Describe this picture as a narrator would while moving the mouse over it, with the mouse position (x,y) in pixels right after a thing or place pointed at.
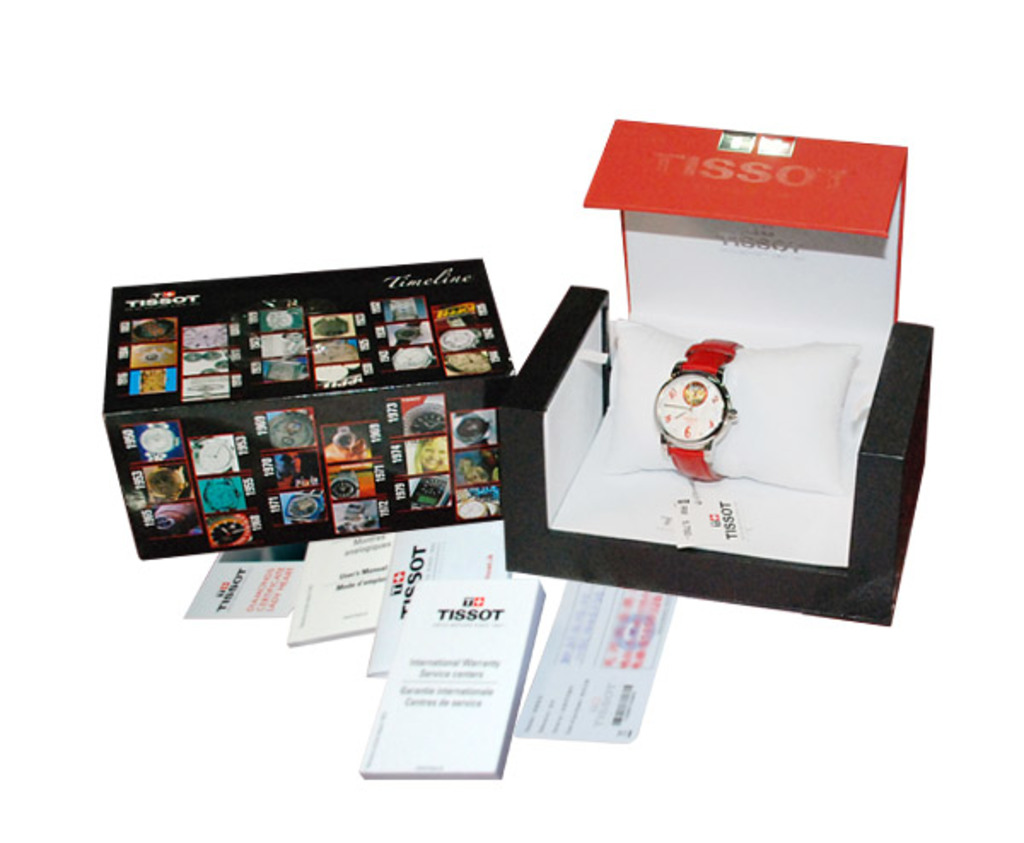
In this image we can see a watch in a box (613,562). We can also see a box (266,403) with some pictures (289,366) and some papers (500,568) which are placed on the surface (799,699).
